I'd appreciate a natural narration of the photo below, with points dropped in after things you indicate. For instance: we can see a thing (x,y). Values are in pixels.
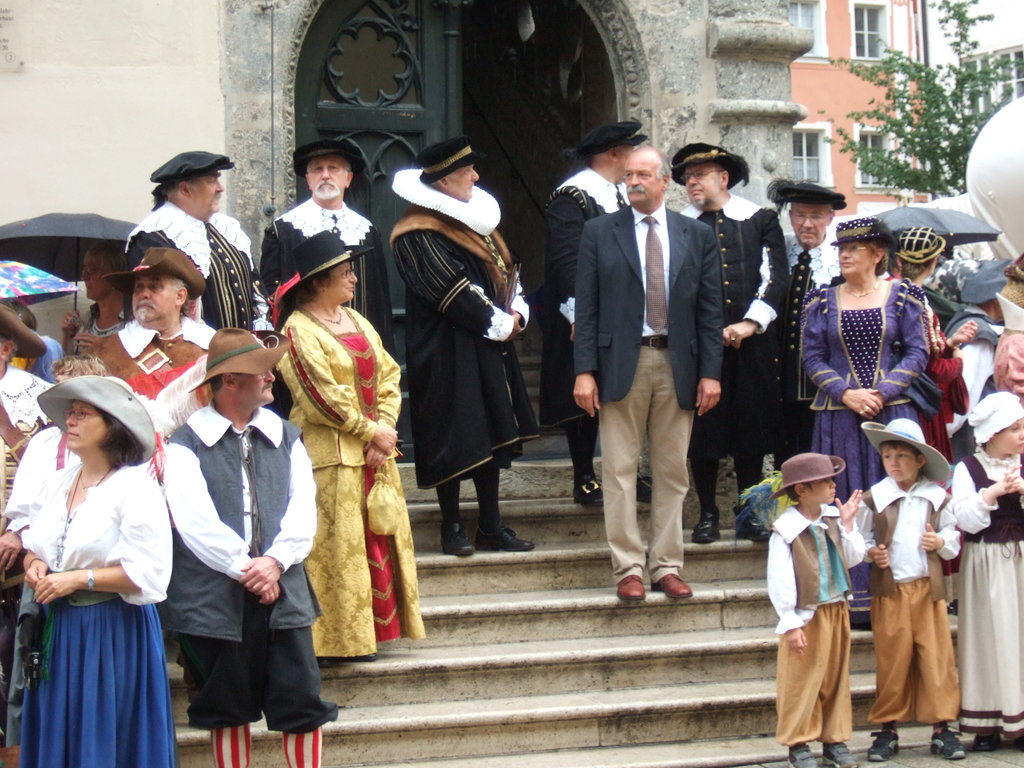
In this image I can see number of persons (232,470) are standing on stairs (484,575). In the background (953,170) I can see a tree (941,86), few buildings (833,116), few windows (805,152) of the buildings (853,86) and an umbrella (941,232) which is black in color.
